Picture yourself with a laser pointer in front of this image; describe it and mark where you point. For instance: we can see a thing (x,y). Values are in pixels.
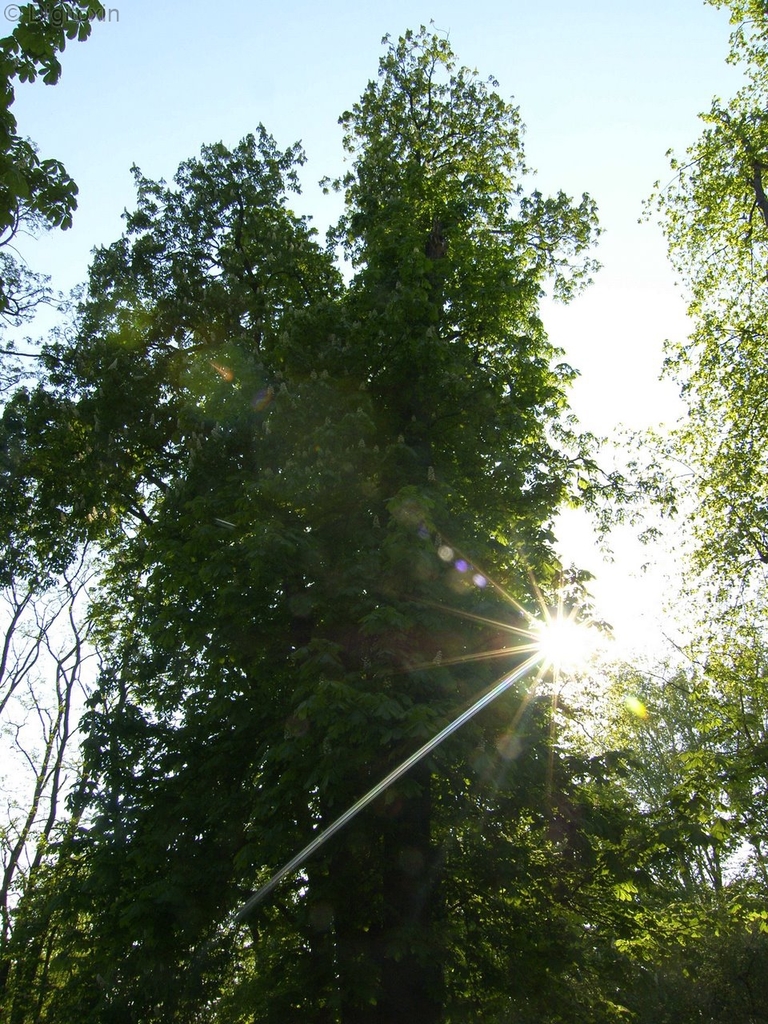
In the picture there are trees (332,330), there is a clear sky (568,153) present.
